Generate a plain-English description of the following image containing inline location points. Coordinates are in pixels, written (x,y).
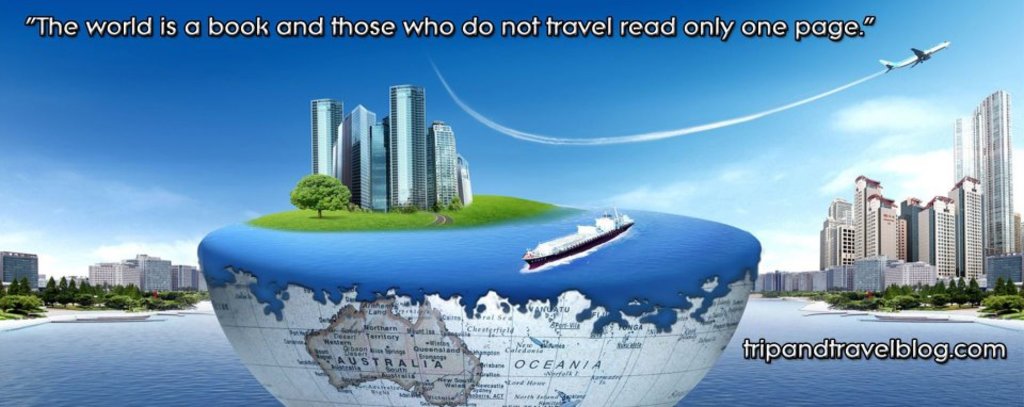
As we can see in the image there is a banner (474,203). On banner (63,191) there are buildings (120,278), trees (855,295), water (844,388), boat (616,229) and grass (389,217).
